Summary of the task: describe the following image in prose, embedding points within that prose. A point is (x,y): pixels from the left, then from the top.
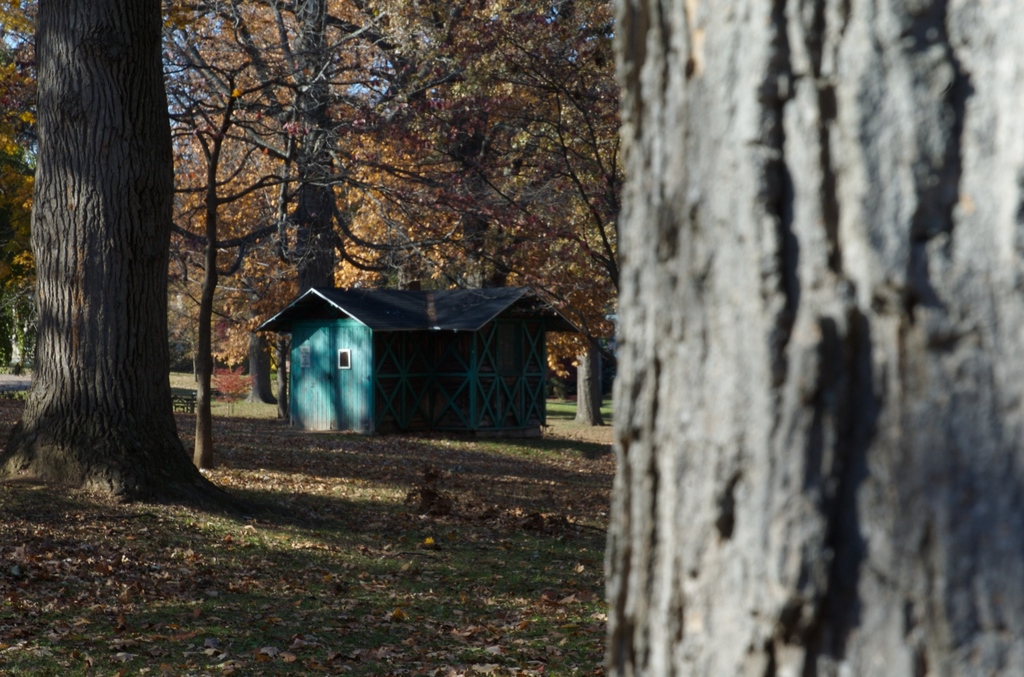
In this image, we can see a house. We can see the ground (259,543) covered with grass (204,568) and dried leaves (149,558). There are a few trees (77,52).
